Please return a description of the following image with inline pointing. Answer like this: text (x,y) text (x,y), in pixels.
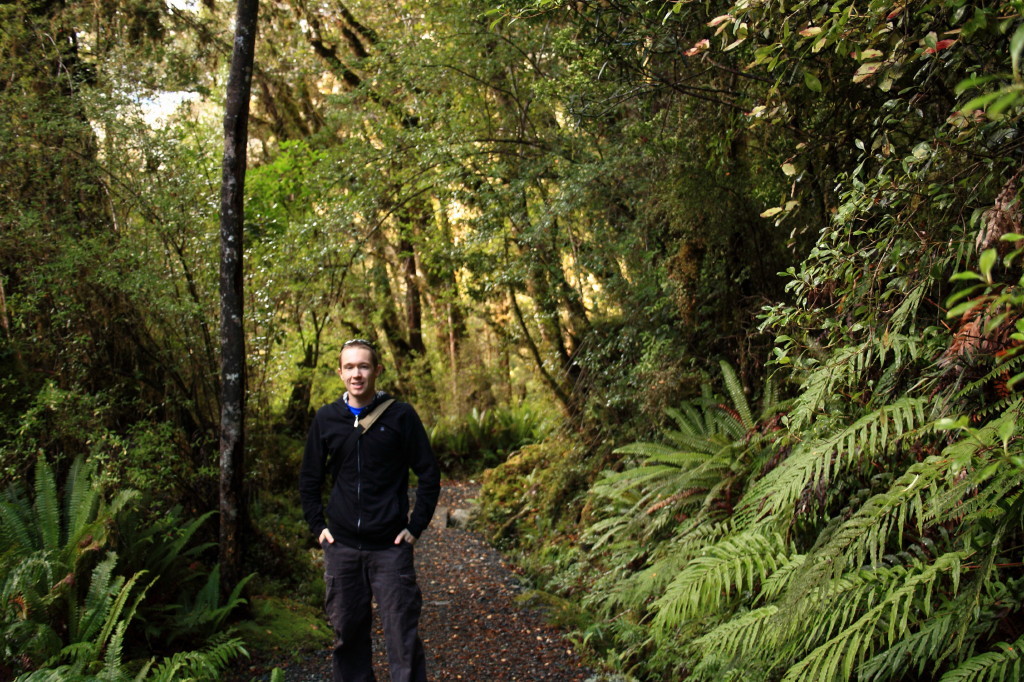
In this image a person (339,525) wearing a black jacket (350,496) is standing on the path (496,659). Background (488,487) there are few plants (571,475) and trees (340,343) on the land (501,487).
